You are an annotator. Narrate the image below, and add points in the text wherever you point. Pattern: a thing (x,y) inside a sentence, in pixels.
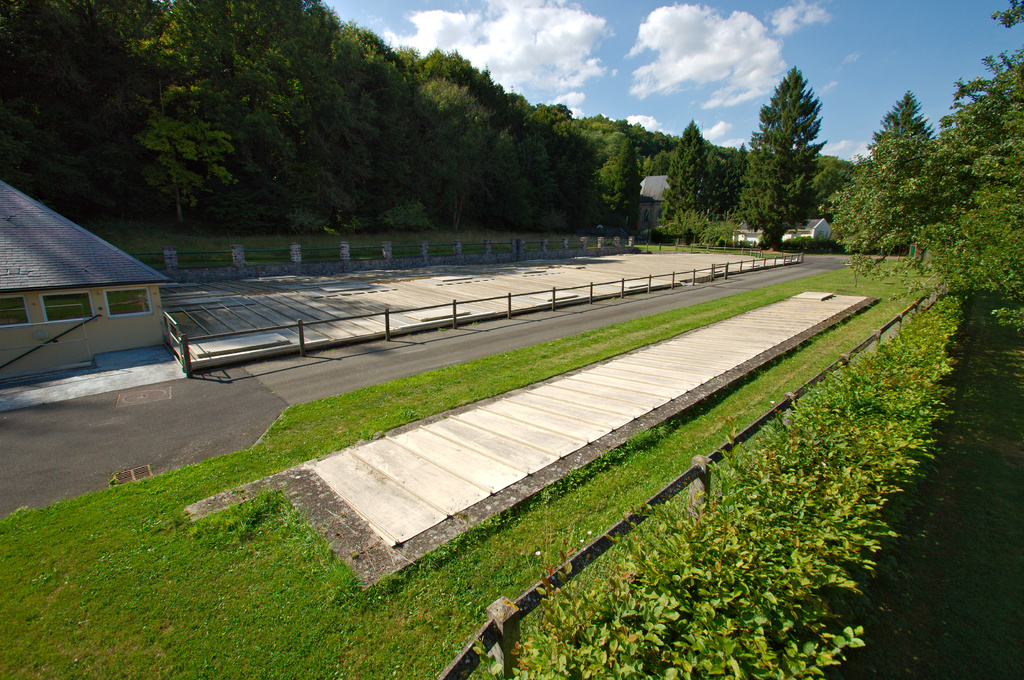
In this image in the front (756,511) there are plants (750,527) and there's grass (458,544) on the ground (553,459). In the background (477,212) there are trees (724,173) and there are houses (657,221) and the sky (730,28) is cloudy.
